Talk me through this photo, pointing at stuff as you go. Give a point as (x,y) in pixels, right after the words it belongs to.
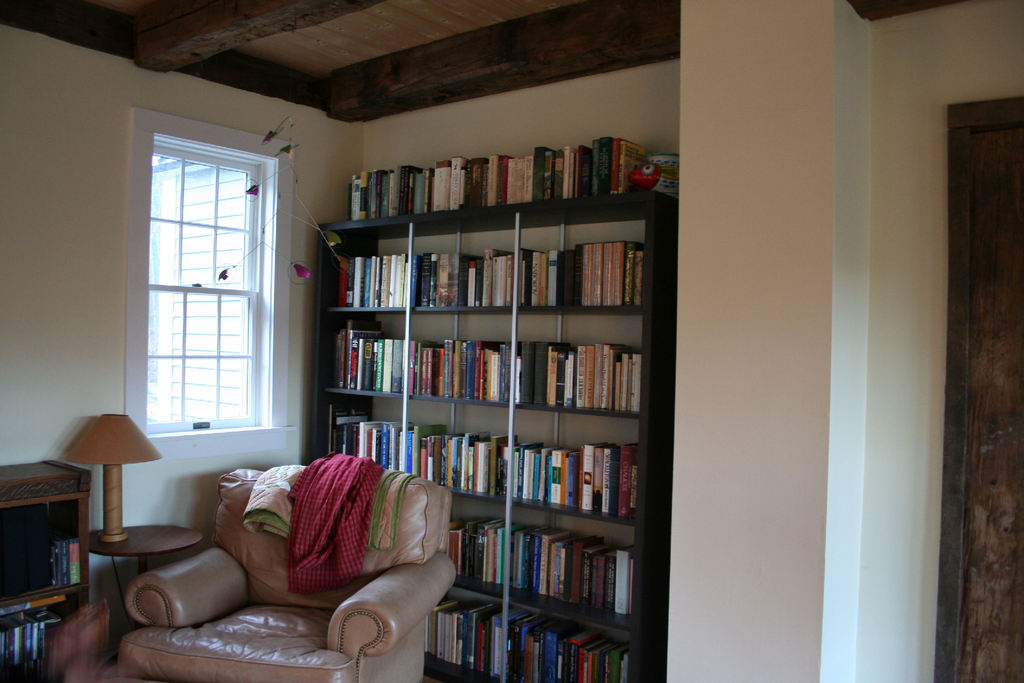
In this image we can see a sofa (285,537) with some clothes (352,541) on it, a cupboard (62,610) with some books (48,617) and a lamp (120,527) on a table (139,546). We can also see a group of books (399,466) placed in the shelves (526,503), a window (233,371), roof (352,59), door (953,487) and a wall (856,500).
